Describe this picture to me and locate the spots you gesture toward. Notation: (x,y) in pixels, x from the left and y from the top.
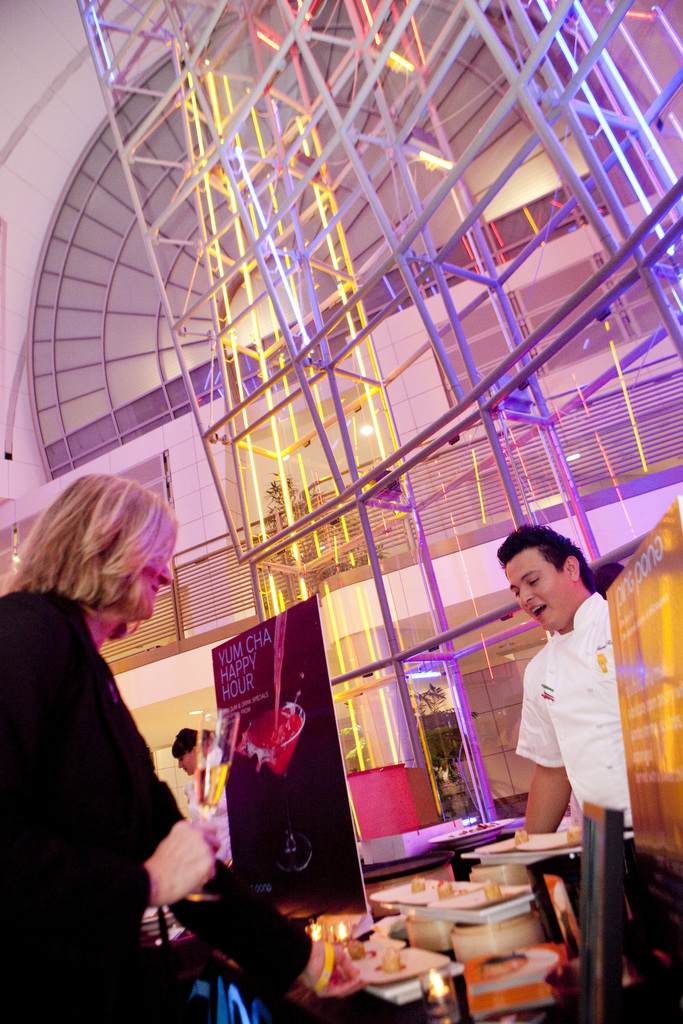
In this picture we can see some people (183,850) standing where two are smiling, banners (247,775), glass (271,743), box (503,1002), plates (471,898), rods (342,278), fence (649,466), wall (649,476) and some objects (537,937).
